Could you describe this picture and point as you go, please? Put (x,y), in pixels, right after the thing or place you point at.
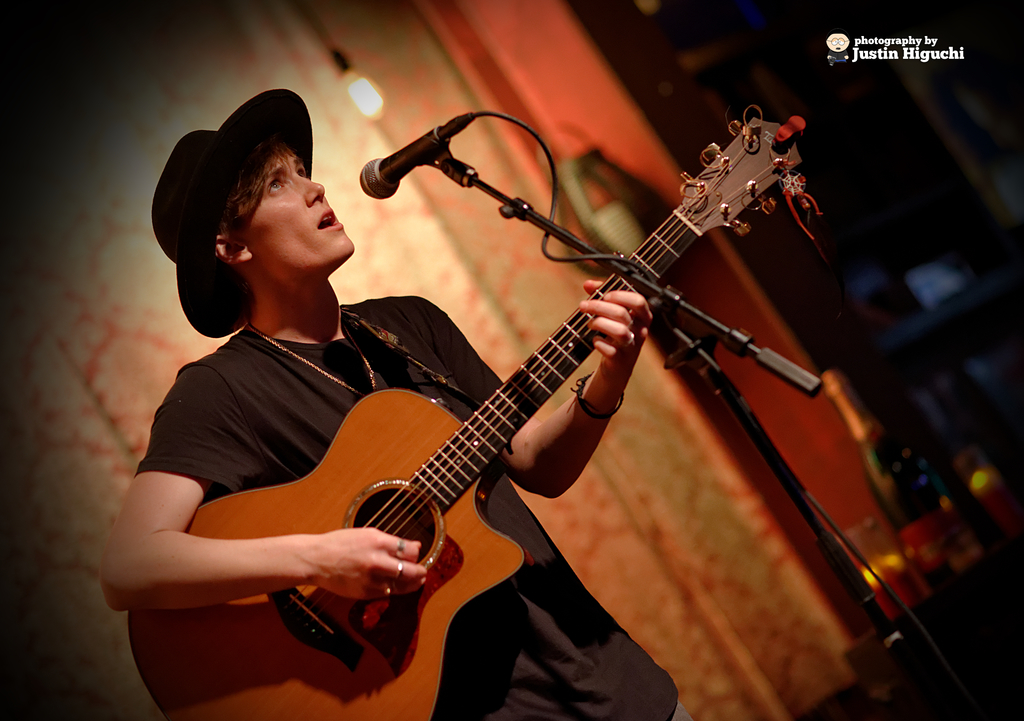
This man (378,594) is playing guitar (438,475) and singing in-front of mic (381,180). Far there is a light (369,101).
